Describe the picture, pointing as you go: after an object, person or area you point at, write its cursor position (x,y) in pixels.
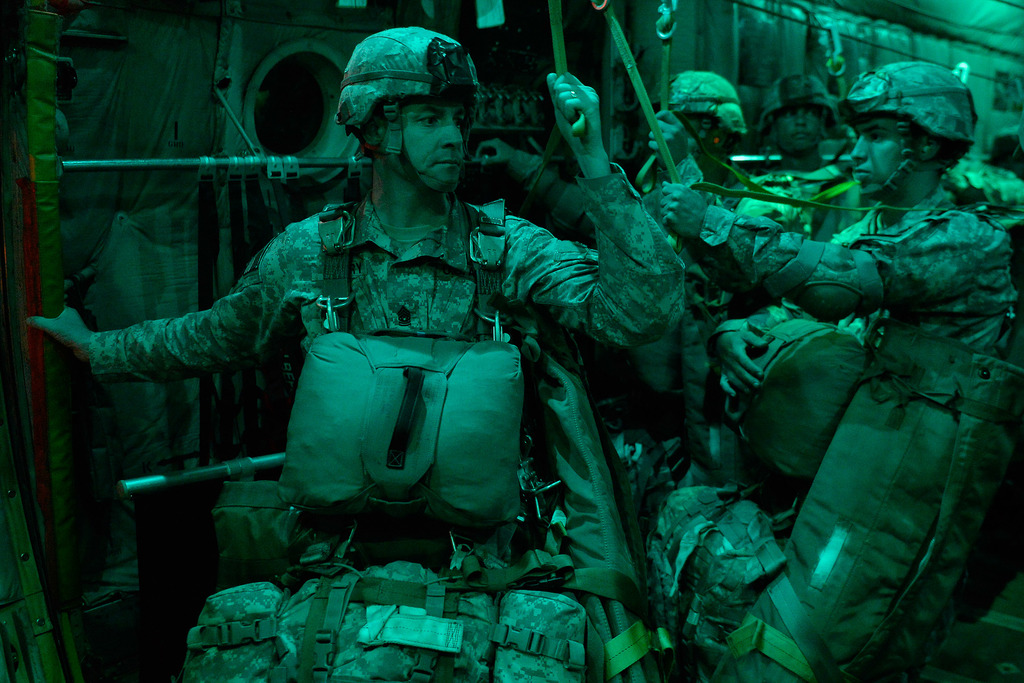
There are people (716,87) standing and wore helmets (710,75) and these people (784,118) are holding belts (634,82). We can see hooks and bags (604,536). Behind this man (420,155) we can see rods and belts (240,220).
